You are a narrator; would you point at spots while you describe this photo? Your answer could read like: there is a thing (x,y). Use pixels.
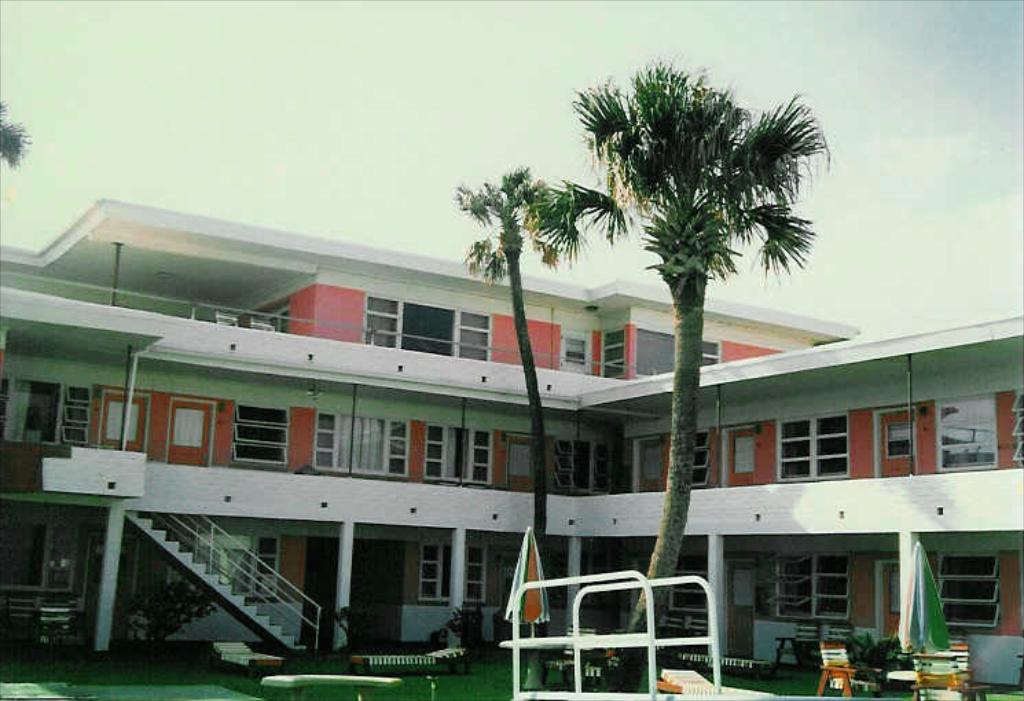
In this picture I can see there is a building (394,466) here and there are some windows (336,442) and doors (906,450) to it and in the backdrop (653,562) I can see there are trees (665,534) and the sky (15,197) is clear.
